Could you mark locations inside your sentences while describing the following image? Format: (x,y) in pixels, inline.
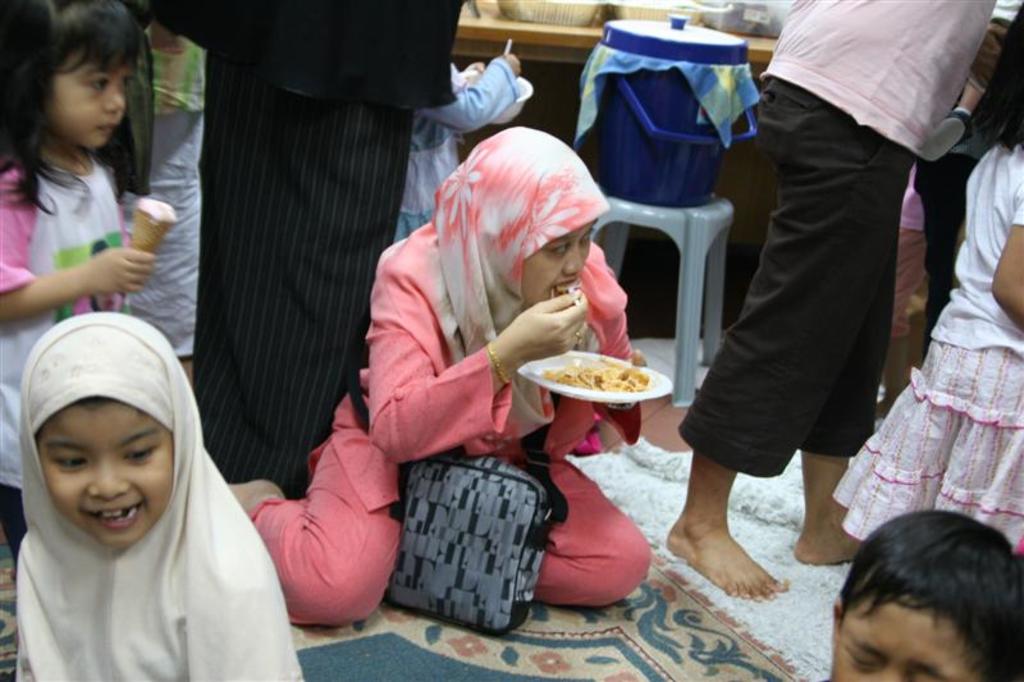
In this picture I can see there is a woman (579,546) sitting on the floor (703,583), she is holding a plate (623,362) and looking at the right side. There is a kid (984,287) standing on the right side (991,271) and there is another girl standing at the left side (137,273), she is eating ice cream (162,217). There is a person (216,217) standing behind the woman (585,261) and there is another man (808,38) standing beside her. There is a table (520,29) in the backdrop (564,59) and there is some food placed on the table (542,50) and there is a blue color object (614,149) at the table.
